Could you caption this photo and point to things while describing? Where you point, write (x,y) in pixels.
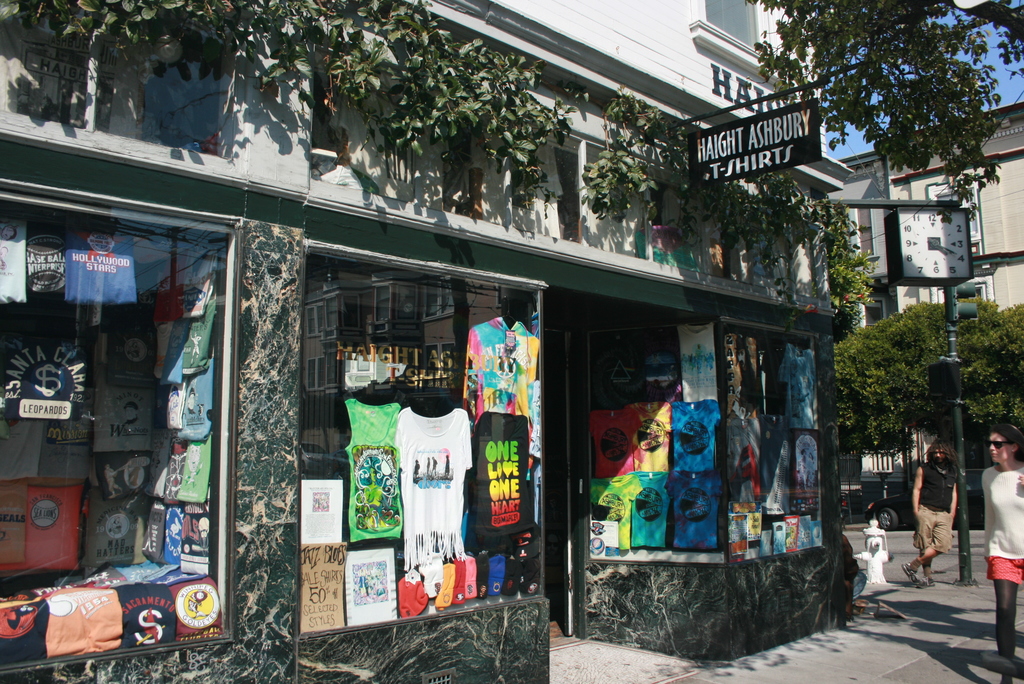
There are two people (987,515) and we can see traffic signal (957,285) and clock (943,237) on pole (958,460). Here we can see glass (187,476), through this glass (383,270) we can see clothes (763,440). Background (884,423) we can see trees (1009,336), building (908,183) and sky (995,61).
